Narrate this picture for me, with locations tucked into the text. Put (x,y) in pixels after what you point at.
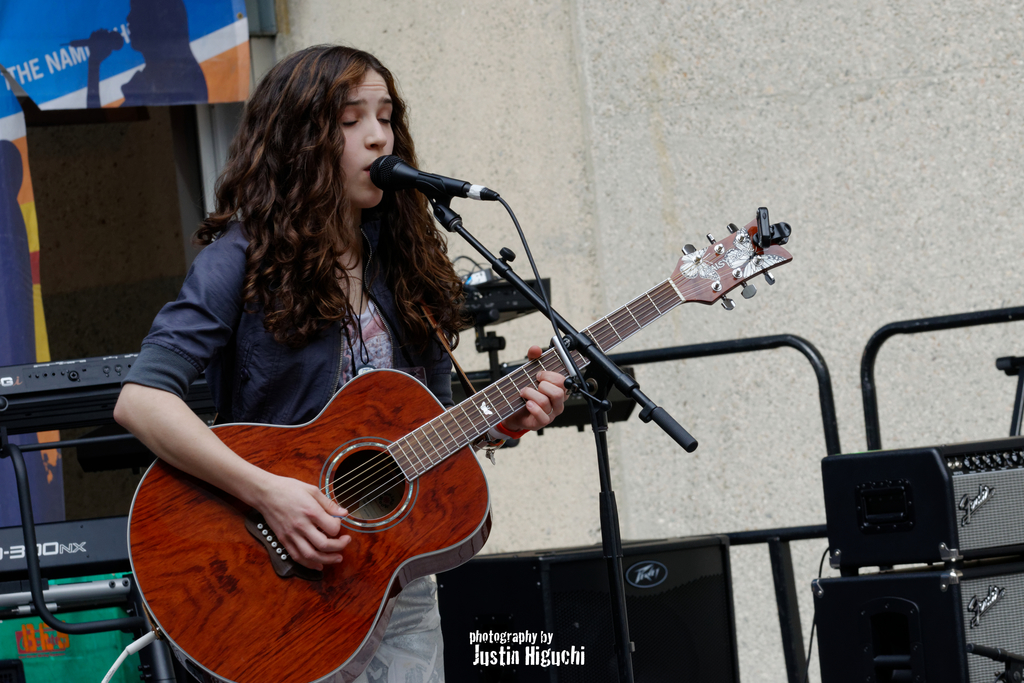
In this image, In the left side (308,320) there is a woman (226,482) standing and holding a music instrument (254,567) which is in brown color, There is a microphone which is in black color and she is singing in the microphone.
